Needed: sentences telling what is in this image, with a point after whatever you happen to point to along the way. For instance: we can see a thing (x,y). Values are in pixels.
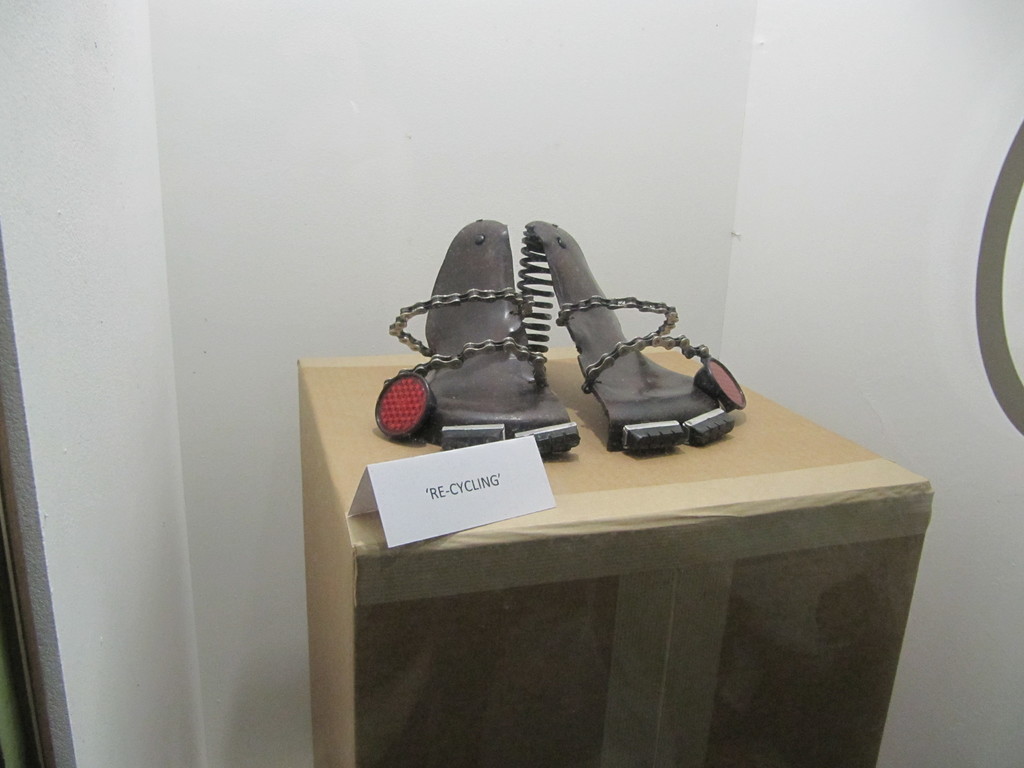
In the center of the image (524,371) we can see a recycled object (481,412) placed on the cardboard box (651,565). In the background (638,279) there is a wall (379,173).
